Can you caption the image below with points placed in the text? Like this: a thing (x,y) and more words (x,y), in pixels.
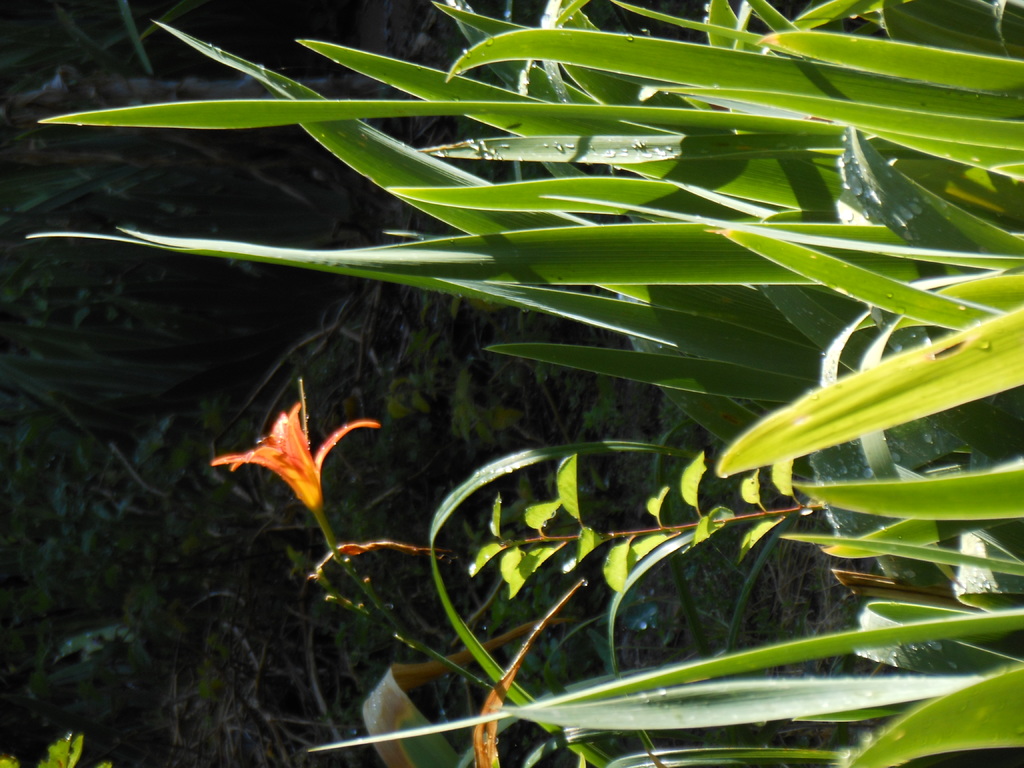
In this rotated image there are plants (500,274) and grass (315,685) on the ground (483,501). To the left (308,449) there is a flower (315,481) to a stem (330,547).
